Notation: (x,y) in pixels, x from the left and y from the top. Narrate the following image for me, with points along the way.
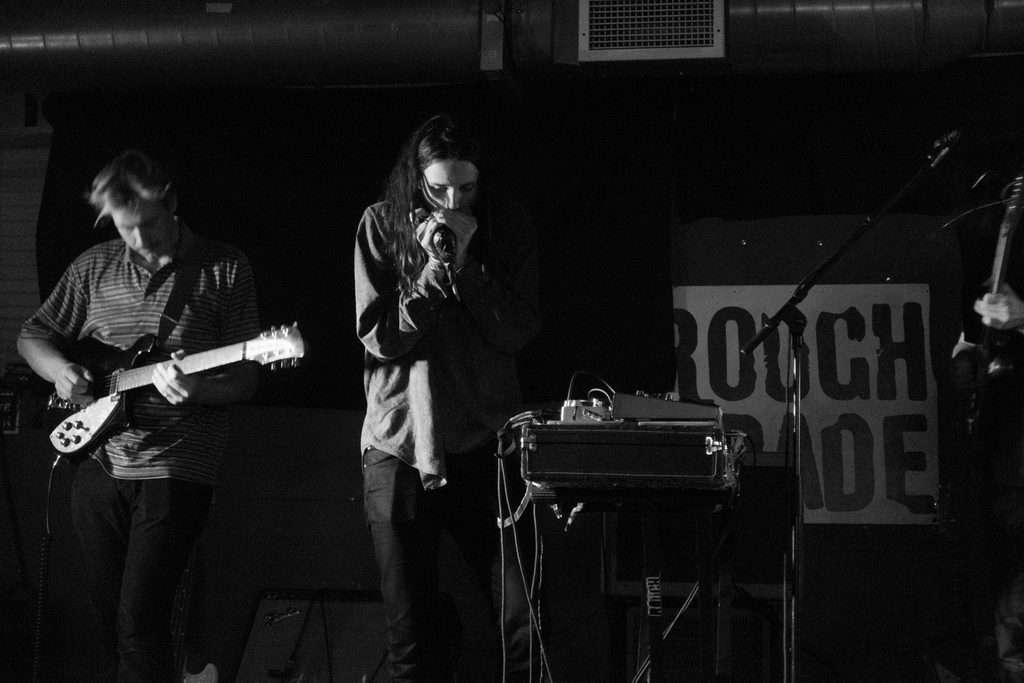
In this image on the left side (157,315) there are two persons (458,281) who are standing in the middle (402,339), the person (446,350) who is standing is holding a mike (437,231) it seems that he is singing. On the left side (97,266) one man (113,270) is standing and he is holding a guitar (204,367) in the middle (627,444) there are some sound systems (641,449) on the background (646,117) there is a wall (483,134).
